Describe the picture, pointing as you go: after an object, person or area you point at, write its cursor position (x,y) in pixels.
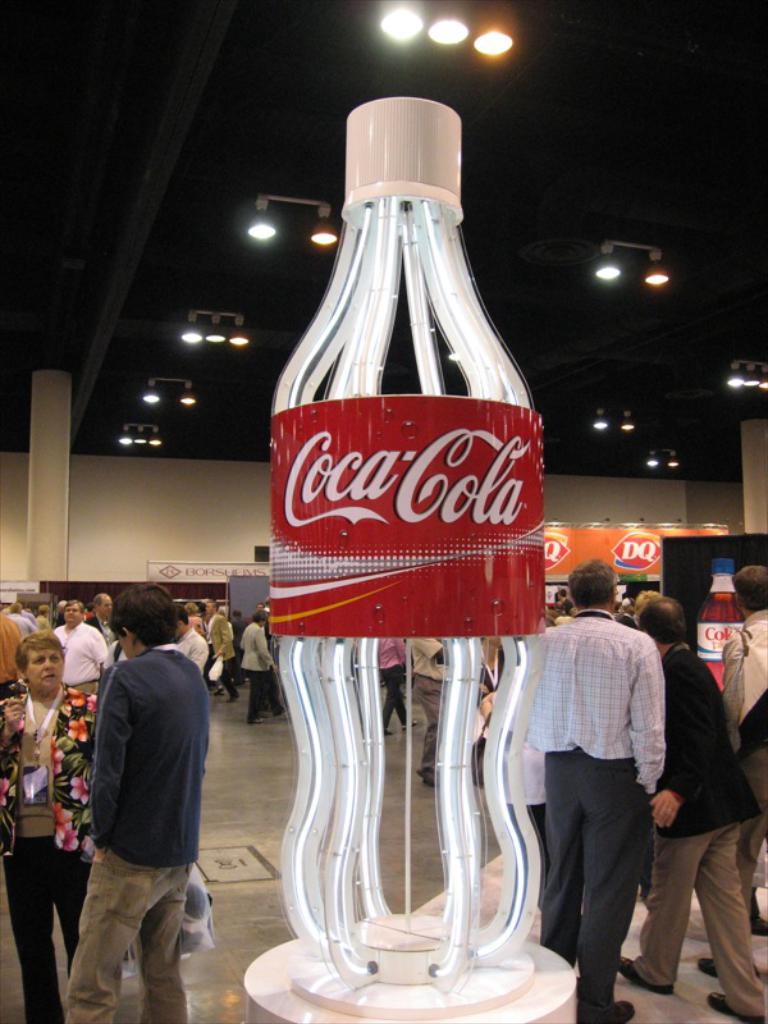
In this image I see number of people (30,1013) who are on the path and I see a board (638,543) over here and In the background (728,505) I see the wall (3,454) and lights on the ceiling (74,23).
